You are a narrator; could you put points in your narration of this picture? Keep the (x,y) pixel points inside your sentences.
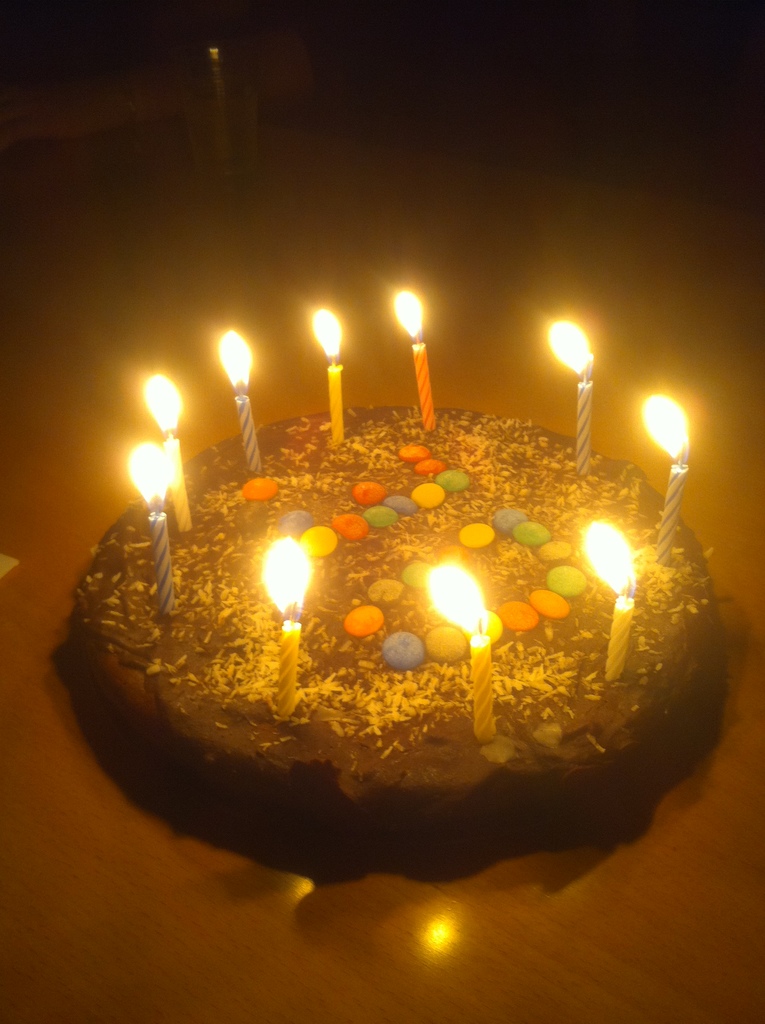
In this picture we can see a few candles (468,610), gems (301,521) and other things (478,475) on a cake (495,499). This cake (373,792) is visible on a wooden surface (361,1014). We can see a glass (218,119) on a wooden surface (246,206) in the background (216,91). The background (248,12) is dark.
